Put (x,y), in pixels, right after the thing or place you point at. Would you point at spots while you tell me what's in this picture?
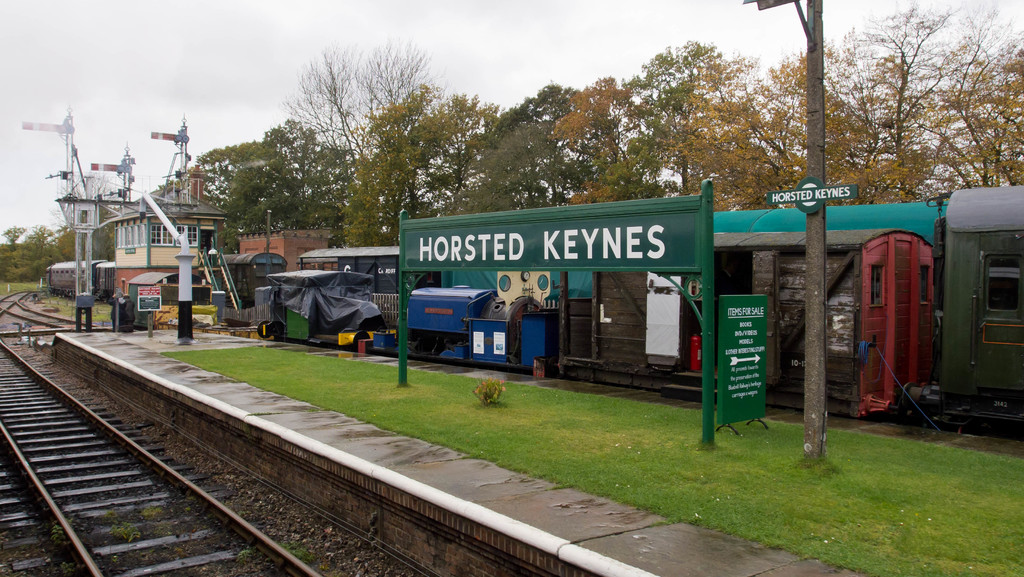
In this image we can see the railway station (661,449). There is a train (963,389) in the image. We can see few railway tracks (153,542) at the left side of the image (97,503). There are many trees (301,227) in the image. There are few boards (748,362) in the image. We can see the sky (592,30) in the image. There is a grassy land (510,392) in the image. There is a plant (484,387) in the image. There are few poles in the image.
